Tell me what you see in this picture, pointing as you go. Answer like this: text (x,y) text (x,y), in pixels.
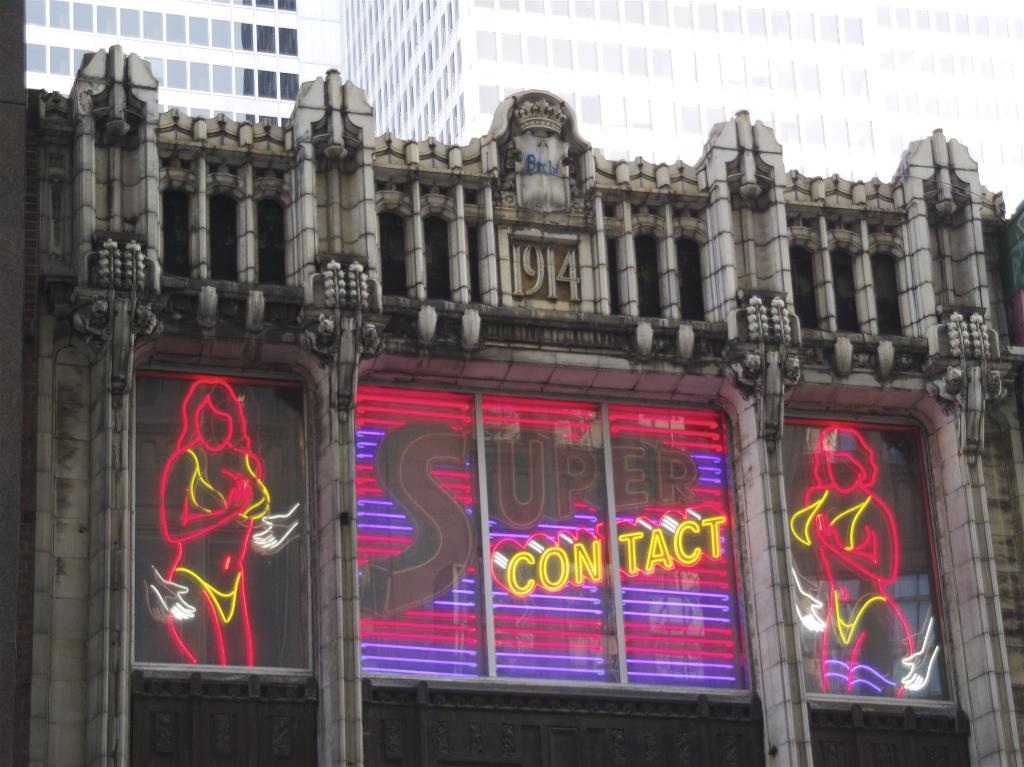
In this image there are buildings (513,226), there is text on the building (531,164), there is a number (513,271) on the building (594,248), there are boards (707,564), there is text (506,472) on the board (590,521), there are two women (210,508) on the board (816,537), there are persons hands (273,533) on the board (578,565).
